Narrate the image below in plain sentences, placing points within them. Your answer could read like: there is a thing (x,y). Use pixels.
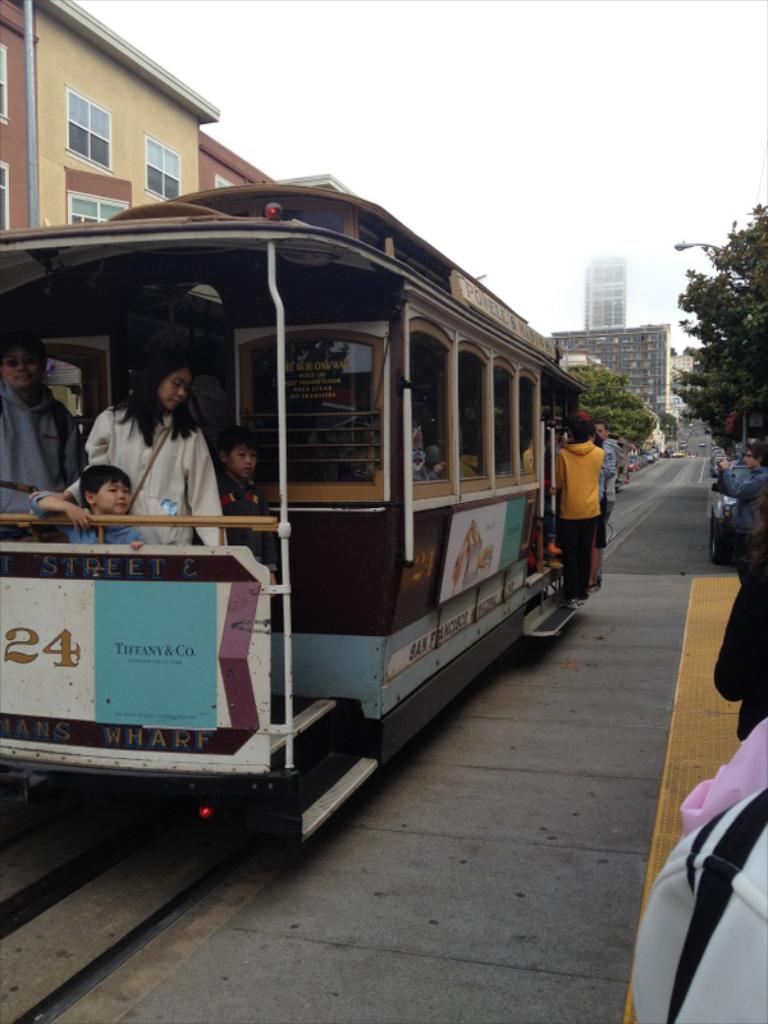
In the picture I can see people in the cable car (310,486). In the background (753,389) I can see trees (643,409), buildings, the sky (313,79) and some other objects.
